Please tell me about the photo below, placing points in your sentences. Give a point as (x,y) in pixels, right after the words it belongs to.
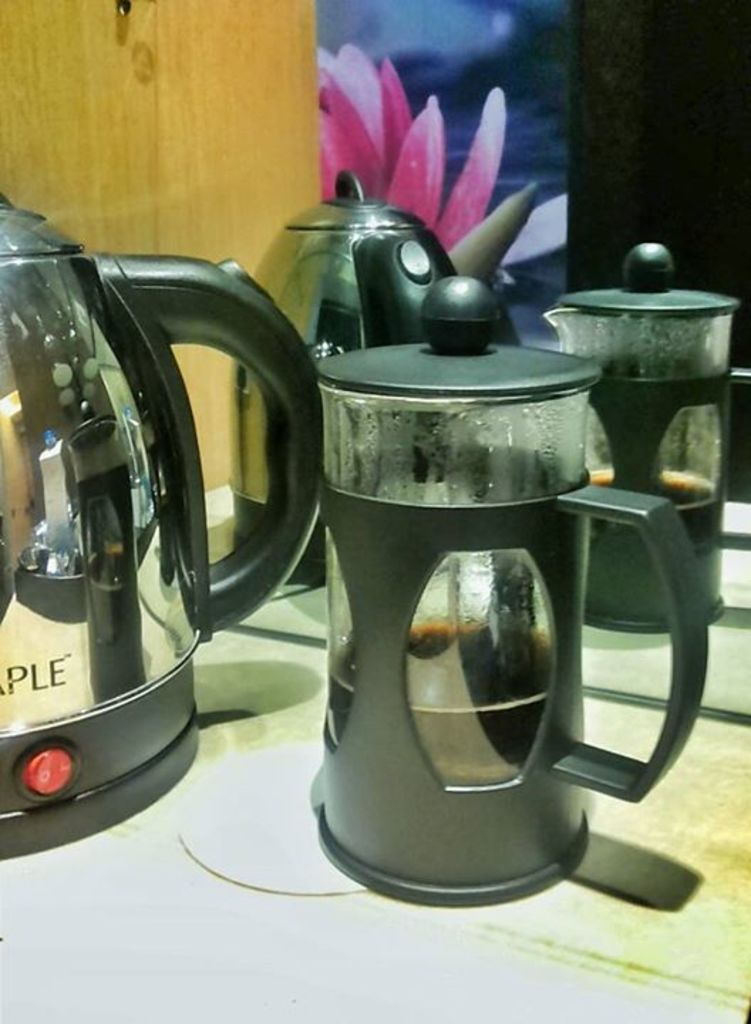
In this image I can see two kettles (332,344) and two black colour things (560,481) in the front (544,503). On the left side of the image (127,729) I can see something is written on the kettle (150,713). In the background (501,15) I can see a poster (533,280) and on it I can see a picture of a flower (534,230).
